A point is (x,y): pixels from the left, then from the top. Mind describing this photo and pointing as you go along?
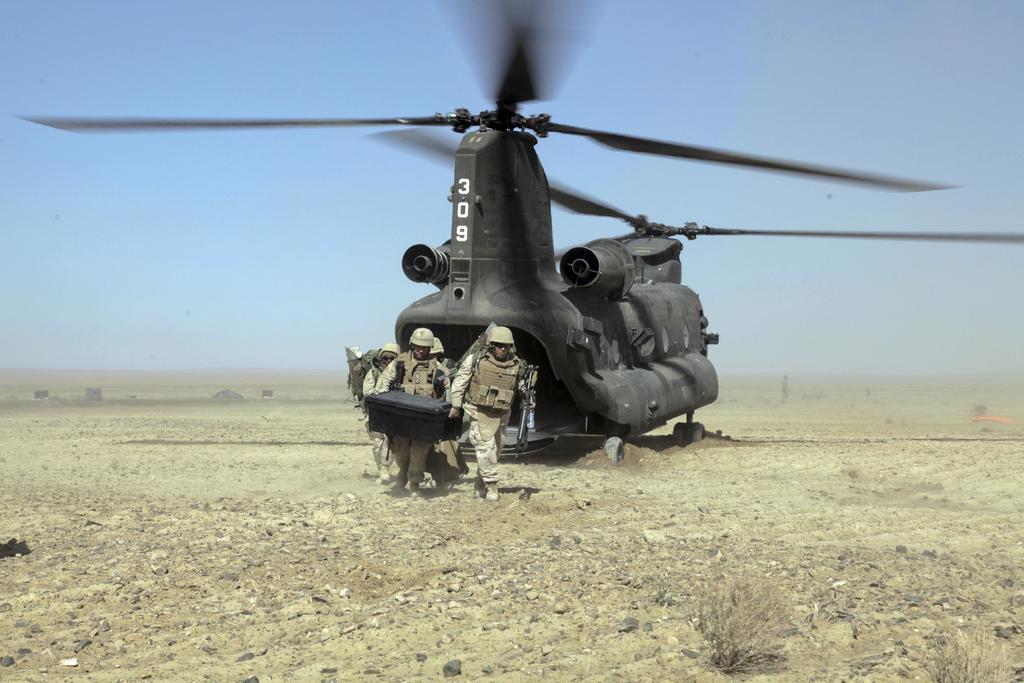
In this image I can see people (463,389) are standing among them this two people (476,381) are holding a box (425,425). These people (384,386) are wearing uniforms (463,405). In the background (510,284) I can see helicopter (514,271) and the sky (249,221). Here I can see the grass (728,630).
